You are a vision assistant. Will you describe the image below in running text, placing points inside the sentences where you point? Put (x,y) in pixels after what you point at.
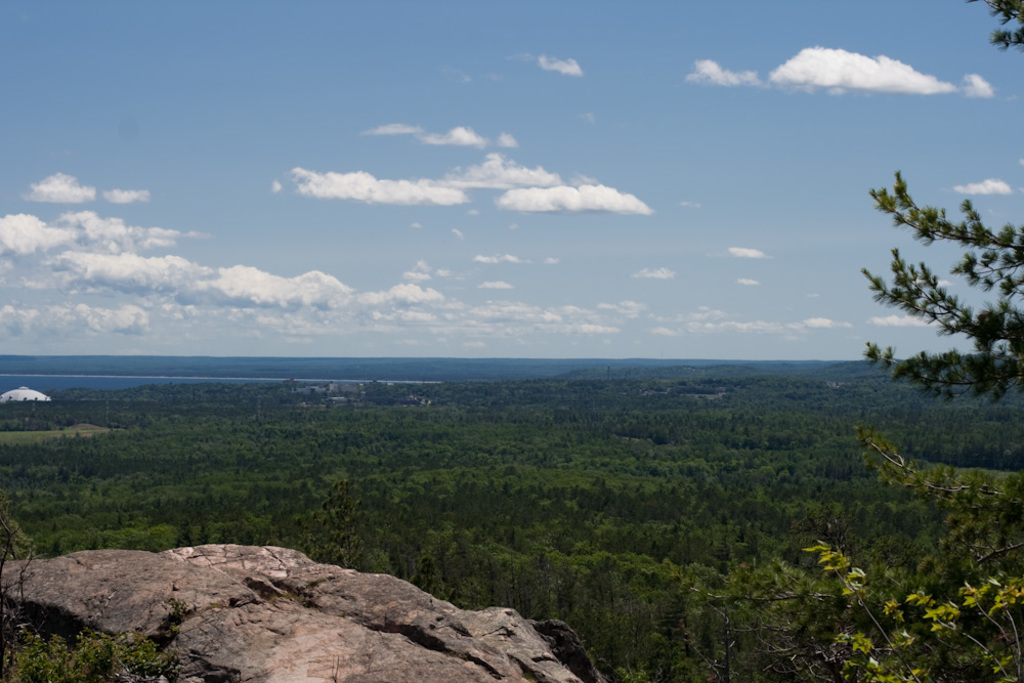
In this image in the front (272,604) there is a stone (362,630) and in the center (489,454) there are trees (530,479). In the background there is water (120,382) and the sky (501,213) is cloudy.
